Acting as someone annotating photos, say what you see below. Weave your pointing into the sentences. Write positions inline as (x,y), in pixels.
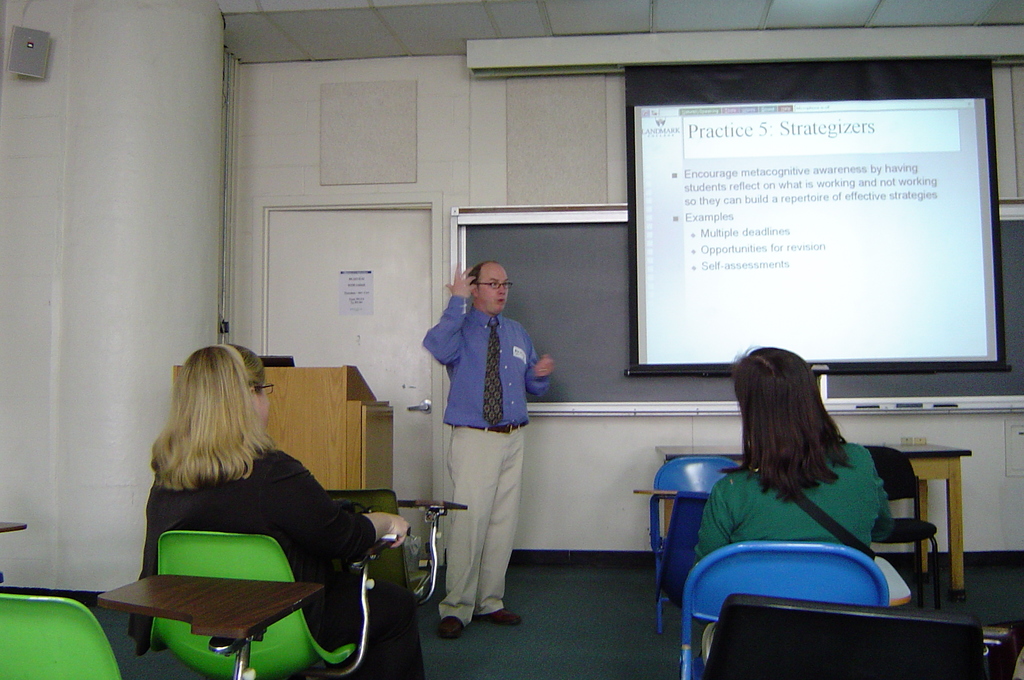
There are two ladies (231,492) sitting in chairs (820,546) and there is a person (489,447) standing and speaking in front of them and there is a projected image (782,253) behind them.
